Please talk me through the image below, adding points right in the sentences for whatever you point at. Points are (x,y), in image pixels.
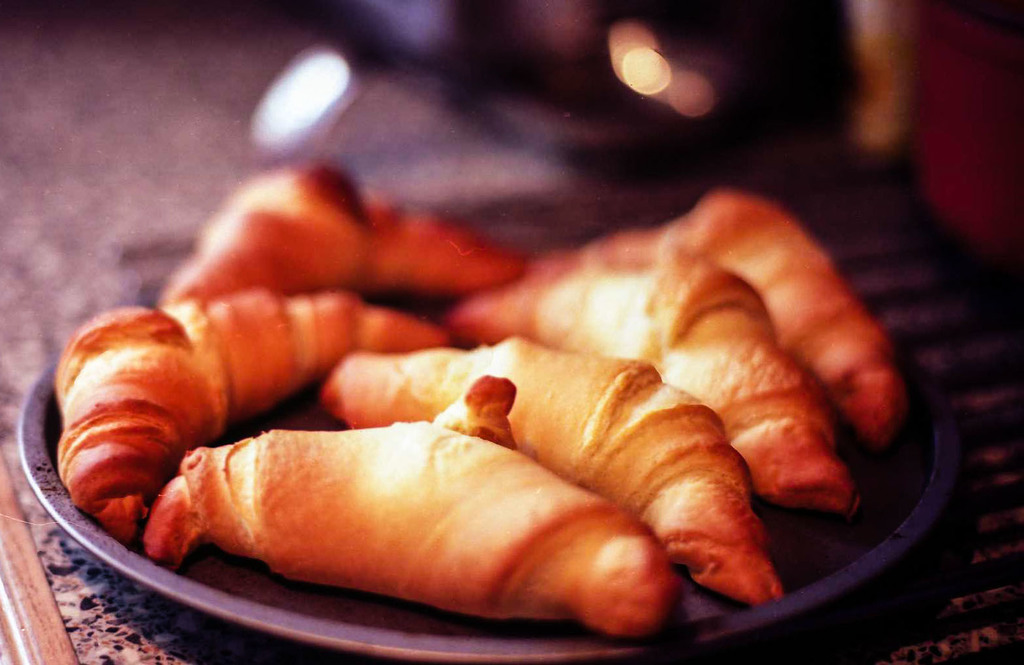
In the picture we can see a table (172,620) on it, we can see some food items (215,392) in the plate (574,658) and in the background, we can see some things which are not clearly visible.
